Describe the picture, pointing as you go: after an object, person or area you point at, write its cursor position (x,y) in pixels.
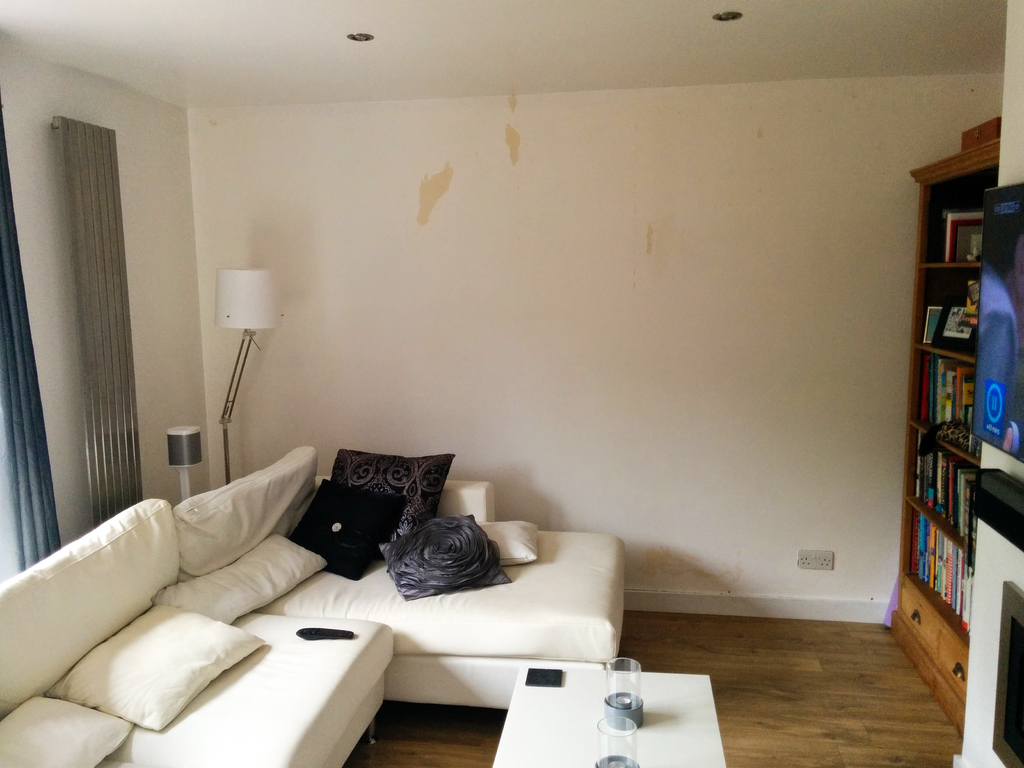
This image is clicked in a room (353,425). In the middle of the room (290,573) there is a sofa bed (302,668), pillows (315,564) and a table (575,679) in the bottom (578,671) which consists of two glass type things (609,715) and on the right side (934,248) there is a bookshelf (910,601) or book cupboard (948,379). there is a TV (993,387) on the right side (984,423) corner on the left side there is a lamp (271,283) and there is a curtain (18,415) on the left side (19,396) corner middle, there are lights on the top roof (392,42) and the floor (826,655) is with wood (845,725).
